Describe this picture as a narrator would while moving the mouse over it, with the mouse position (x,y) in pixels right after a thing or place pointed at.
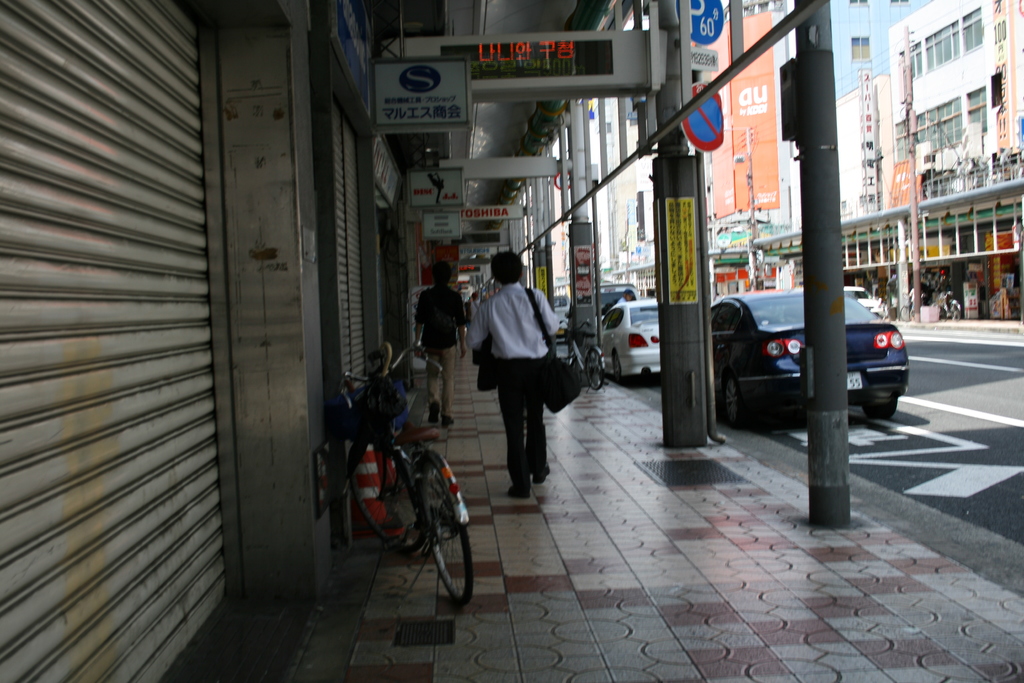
In this image in the center (505,379) there are two persons (472,347) who are walking on a footpath (480,585), and there is one cycle (420,447). On the left side (84,384) there are some shutters (82,387), on the top (441,172) there are some boards (411,117). On the boards (452,127) there is some text (465,212), in the center (661,289) there are some poles (824,339) and some boards (453,222). On the right side (953,379) there are some cars (757,344) on the road (948,349) and some stores (722,270), and some people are walking on a footpath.
